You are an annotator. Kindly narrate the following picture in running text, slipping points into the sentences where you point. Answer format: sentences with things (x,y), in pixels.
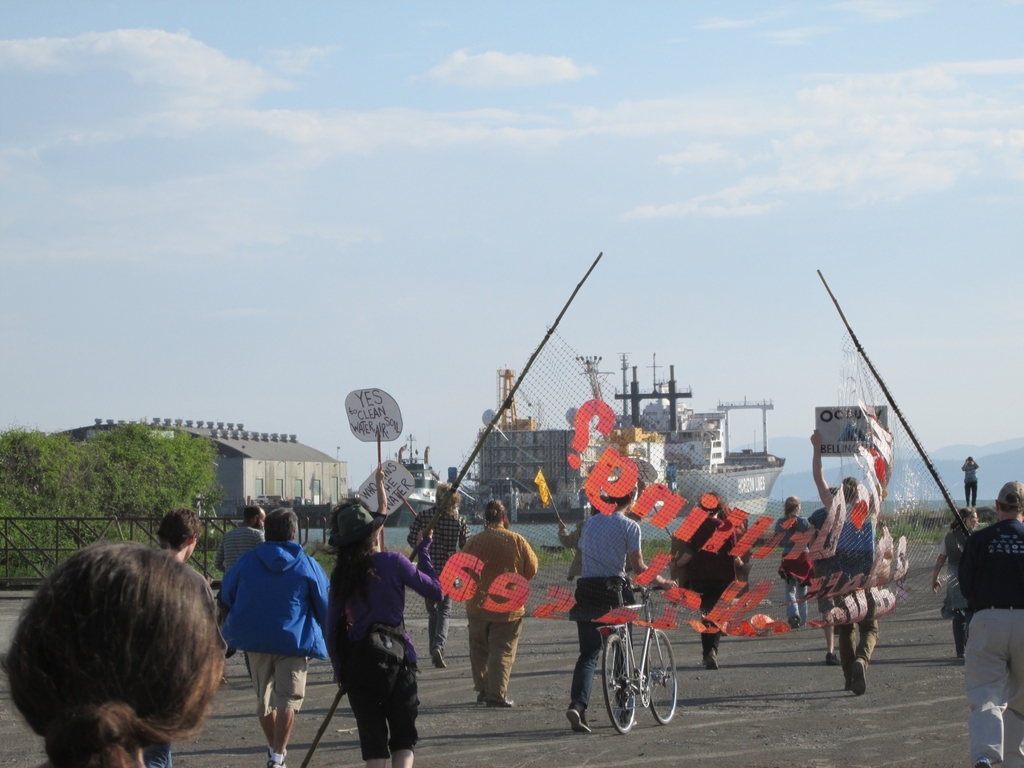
In this image I can see the ground (880,733), few persons (285,638) standing, some of them are holding the net (515,415), some of them are holding boards (821,426), a person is holding a bicycle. In the background (724,448) I can see few trees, the fencing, a ship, few mountains (798,443) and the sky (738,237).
